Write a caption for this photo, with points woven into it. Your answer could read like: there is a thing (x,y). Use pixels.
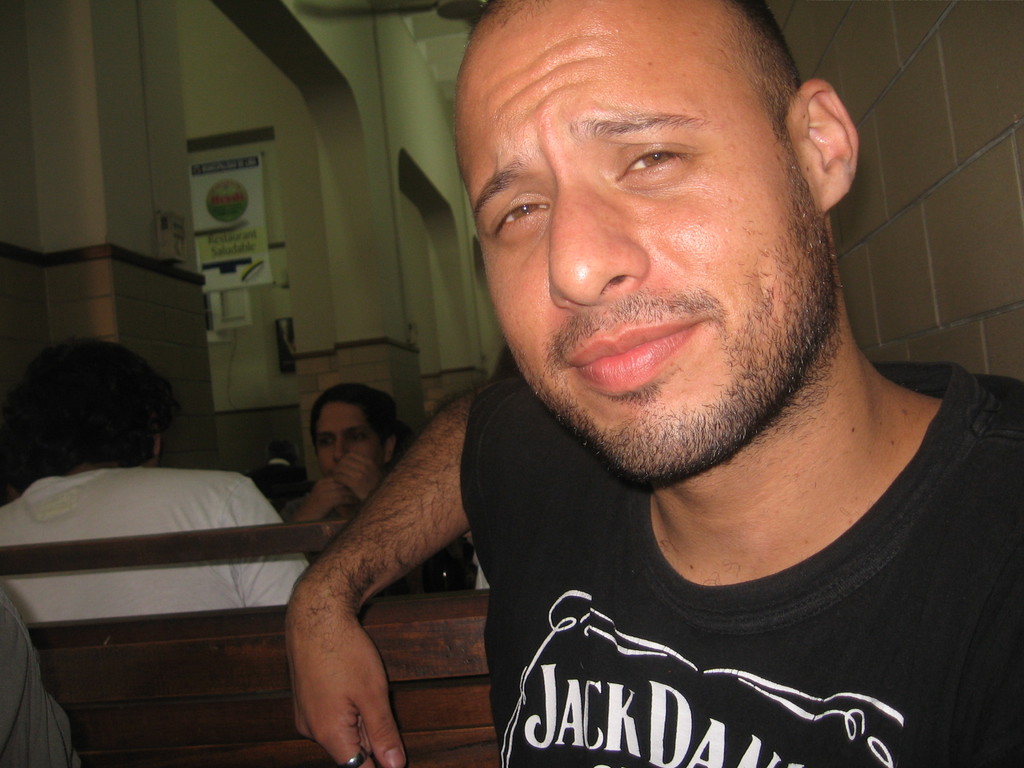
In this picture I can see a man (409,466) sitting, there are few people (54,410) sitting, and in the background (200,179) there is a board (194,212), fan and there are walls (428,210).
